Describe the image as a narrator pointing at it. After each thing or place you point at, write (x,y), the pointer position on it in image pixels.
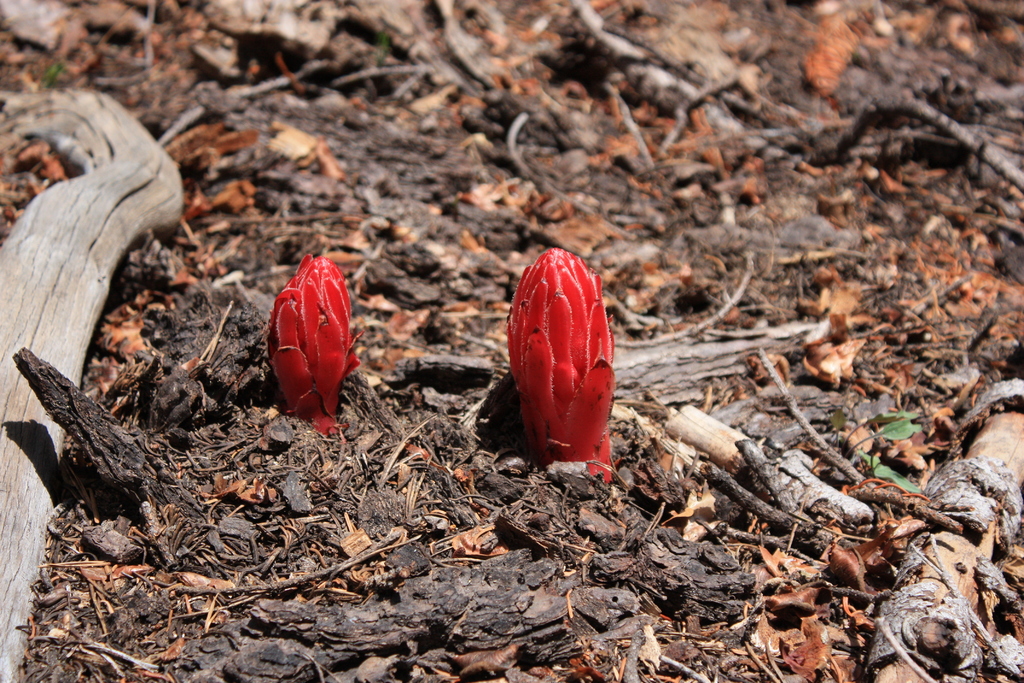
In this image we can see two snow flowers (351,357) on the ground (311,471) and here we can see wood pieces (491,490) of tree (4,302) and leaves (913,455) on the ground (769,604). This part of the image is slightly blurred.
